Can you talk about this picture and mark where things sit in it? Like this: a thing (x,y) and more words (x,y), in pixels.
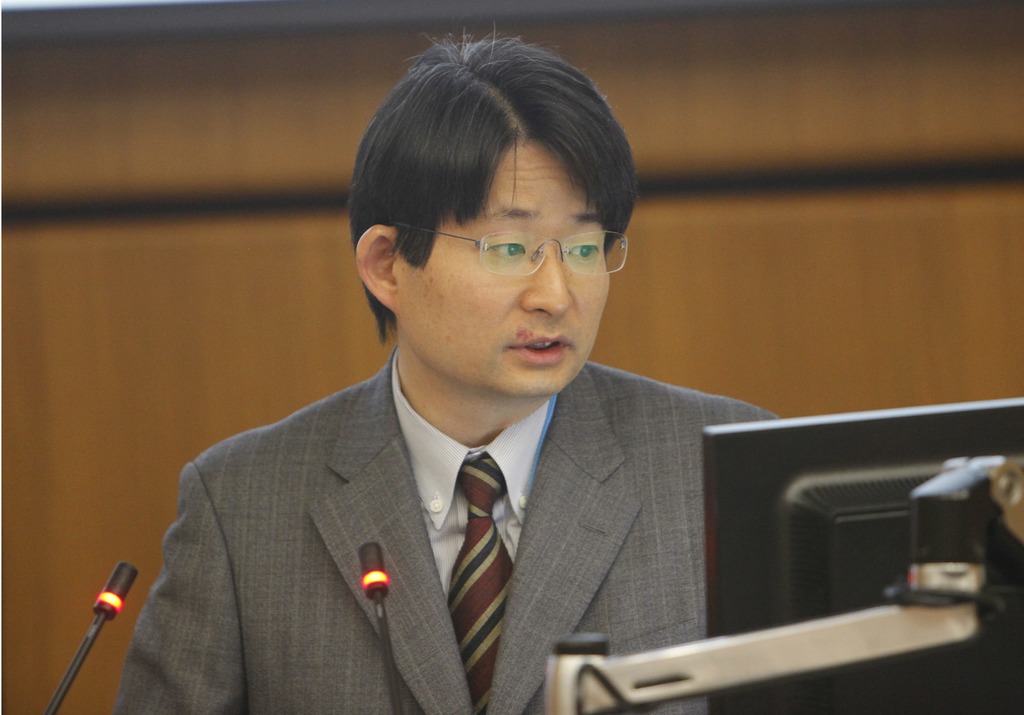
The man (210,458) in a white shirt (439,513) and grey blazer (335,583) who is wearing spectacles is trying to talk something. In front of him, we see microphones (372,601) and a monitor (778,587). He is looking at the monitor (802,485). Behind him, we see a brown wall (202,259). It is blurred in the background (708,202).
